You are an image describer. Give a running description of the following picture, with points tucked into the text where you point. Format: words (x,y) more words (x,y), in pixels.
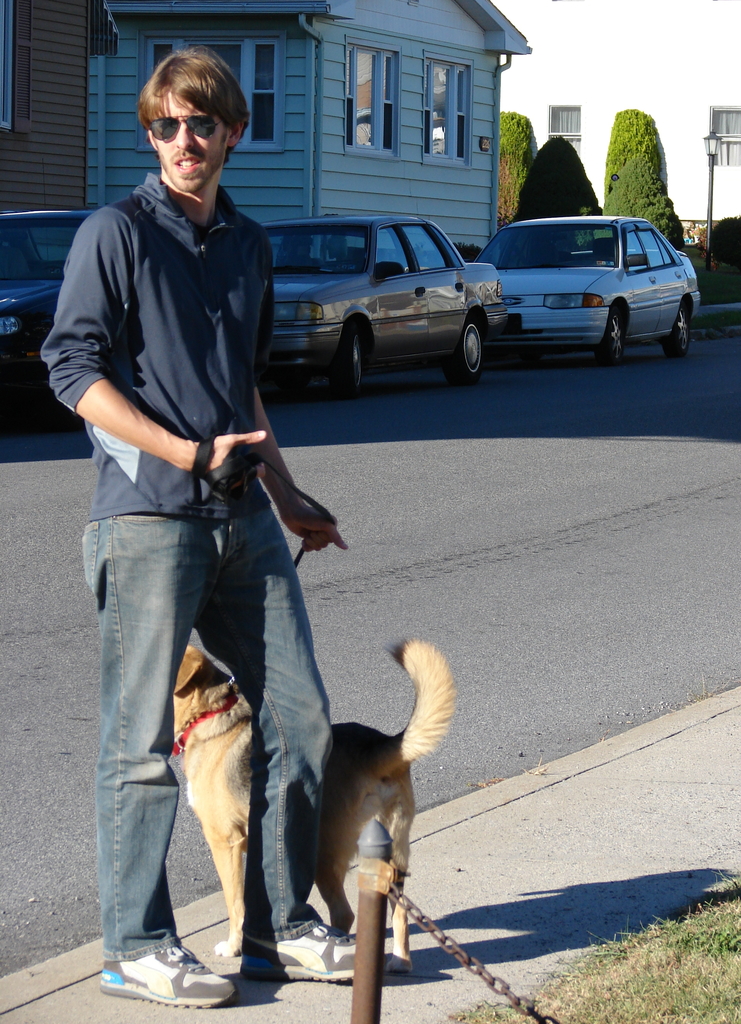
On the left side (132,424) a man (151,438) is standing and also holding the dog tie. It's a road (511,486) on the right side (628,303) there are cars (637,249) and trees (632,211).
